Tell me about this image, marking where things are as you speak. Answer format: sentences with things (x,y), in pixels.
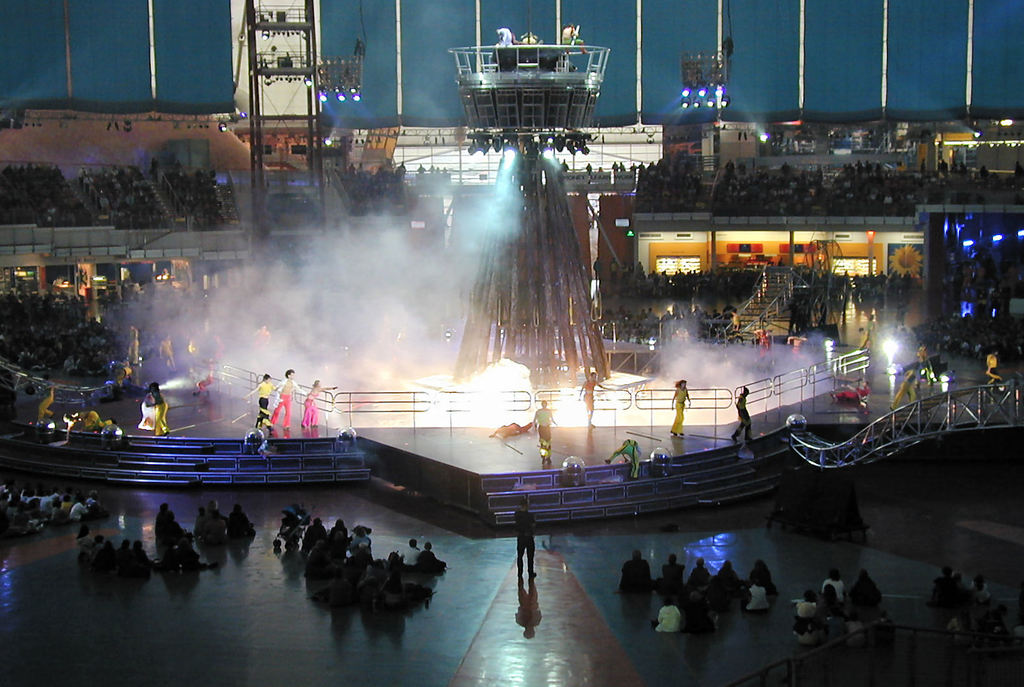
At the top of the image (394,204) we can see roof (229,96), spectators (208,184), electric lights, stage (170,397) and people (740,411) performing. At the bottom of the image (643,502) we can see iron grills (870,428), stairs (658,506) and persons (866,590) sitting on the floor (256,588).
